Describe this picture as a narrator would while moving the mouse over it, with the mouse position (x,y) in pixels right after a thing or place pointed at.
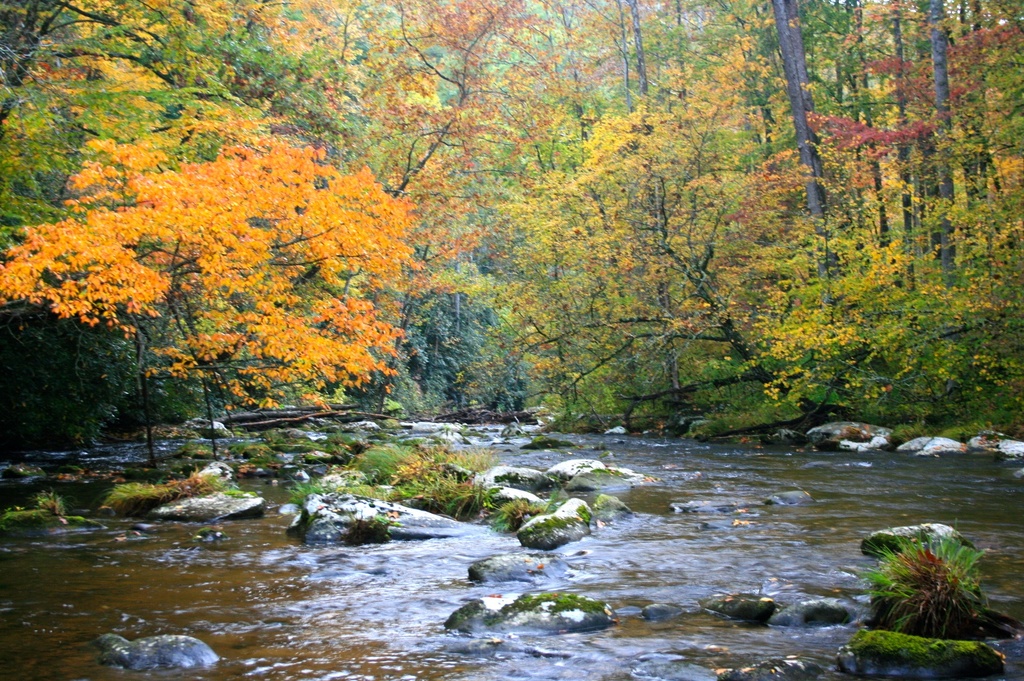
There is water (674,480), rocks (549,475) and trees (611,186).
